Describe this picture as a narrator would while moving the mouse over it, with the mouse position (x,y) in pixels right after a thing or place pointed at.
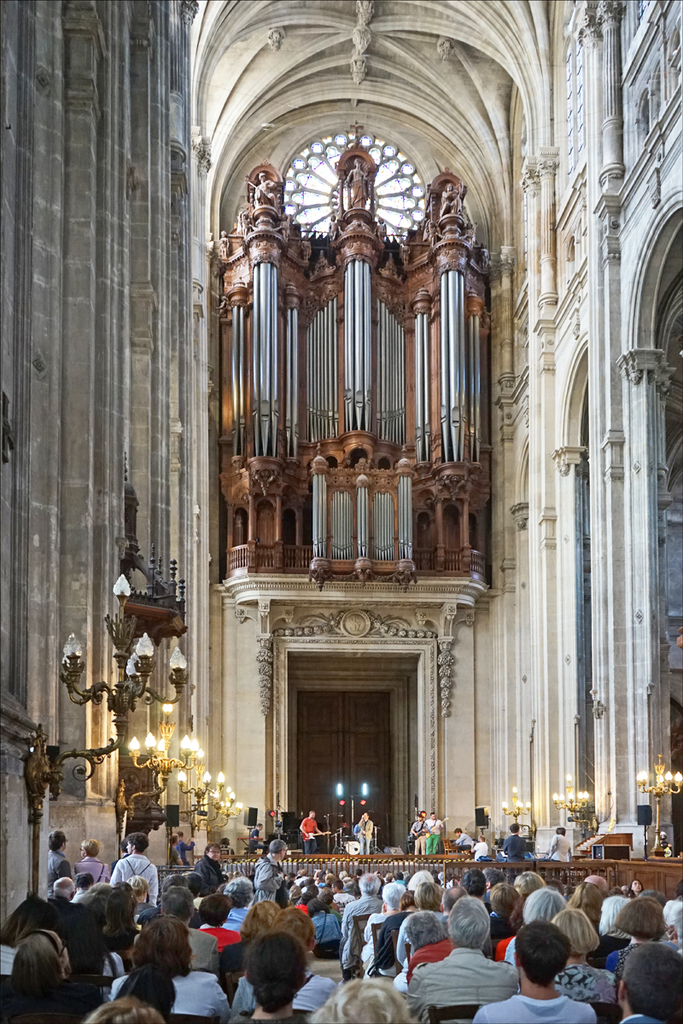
In this picture we can see some people (296,966) sitting in the front (327,973), there are some lights (186,782) in the background (181,791), we can see some people (416,833) performing, there is a speaker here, we can see a door (337,826) here, there are some people (126,871) standing on the left side (114,868).
